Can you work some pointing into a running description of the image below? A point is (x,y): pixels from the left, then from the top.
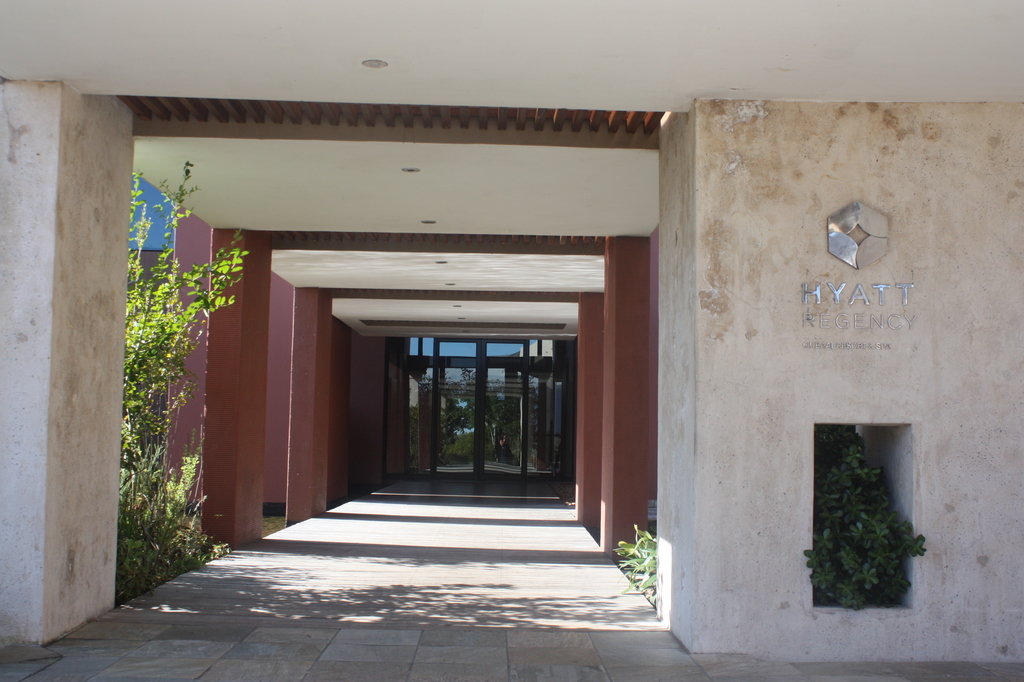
In this image I can see a building (586,501) which has pillars (255,351), plants (221,288) on its either sides and there is a glass door (456,458) at the back (475,453).
